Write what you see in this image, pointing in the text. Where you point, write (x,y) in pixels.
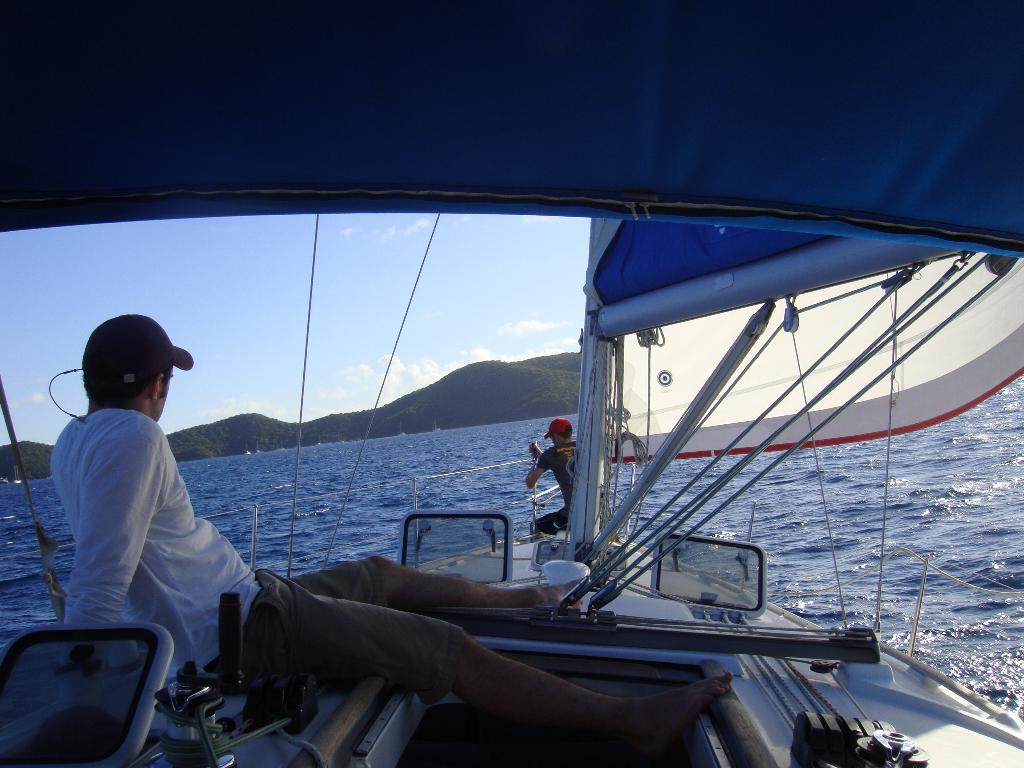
This image is clicked in an ocean (250,516). In the front (738,629), there is a boat (648,574) in white color. To the top (513,211), there is blue color cloth (848,166). There are two men (395,586) in this boat (230,607). To the left (136,595), the man (162,617) is wearing white shirt (199,657). At the bottom (813,515), there is water (351,451). In the background (429,380), there are mountains (531,379) along with sky (407,304).
